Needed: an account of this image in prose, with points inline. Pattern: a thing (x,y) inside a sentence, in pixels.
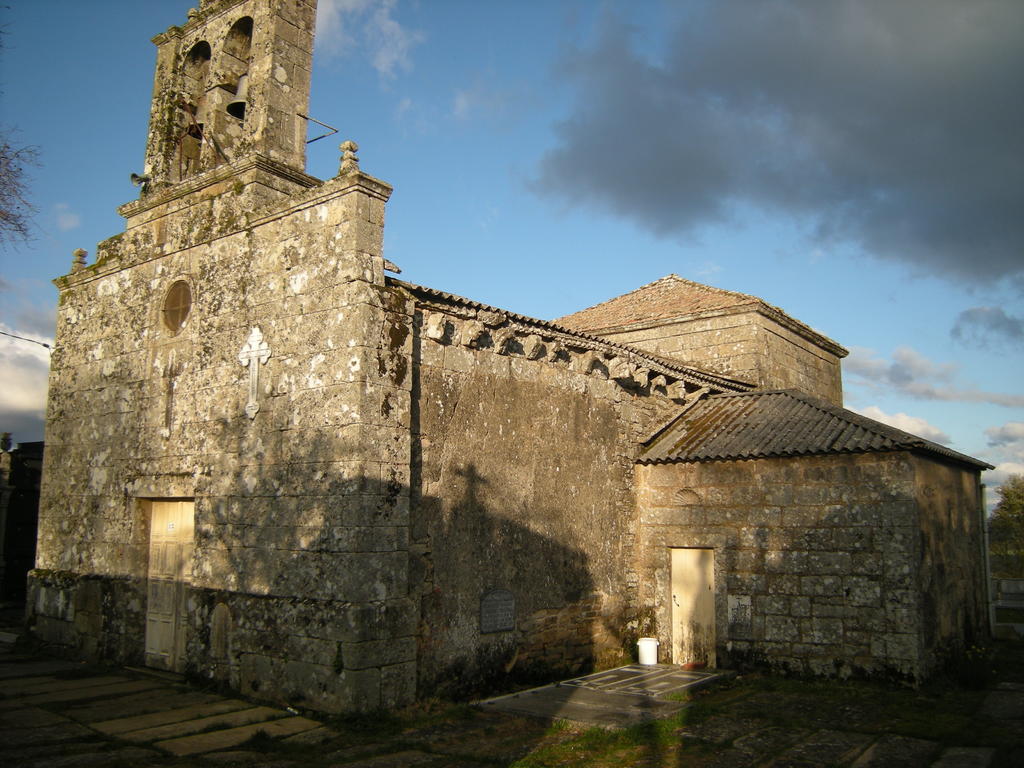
This picture is clicked outside. In the center (603,406) we can see a building (373,414) and we can see the door (172,579) and the stone wall (268,483) of the building (284,488). In the background (5,187) we can see the small portion of a tree (21,192) and we can see the sky (41,252) with the clouds (1,408).
